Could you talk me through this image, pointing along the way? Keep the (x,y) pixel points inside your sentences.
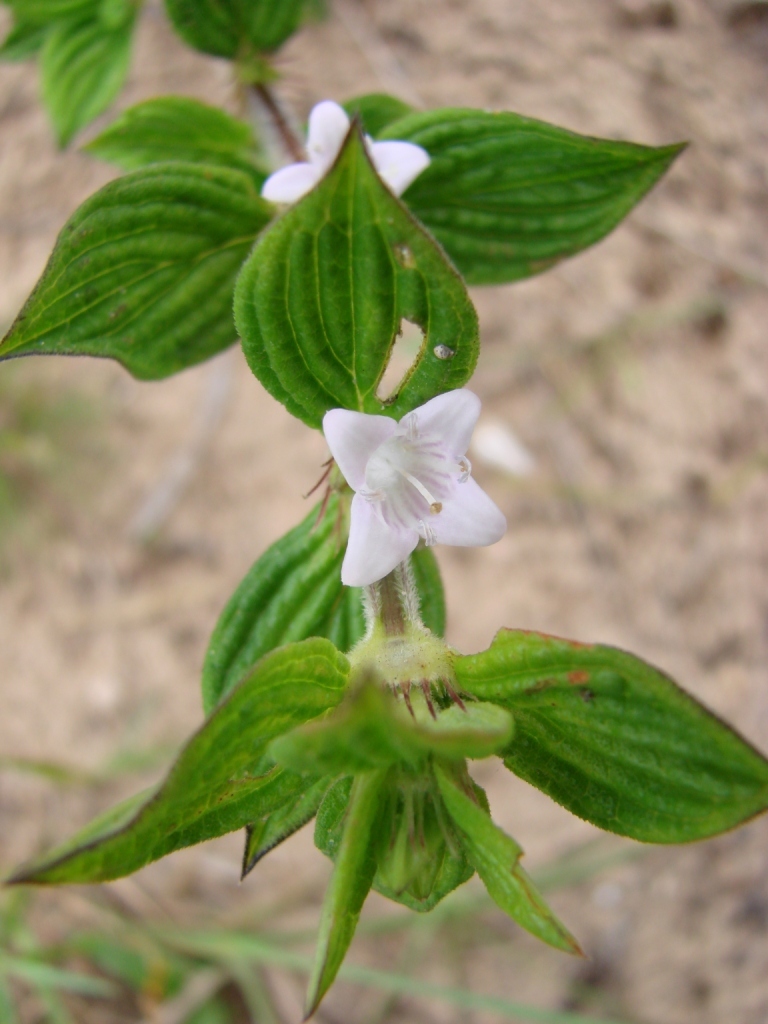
In the center of this picture (336,458) we can see the white color flowers (471,509) and the green leaves (353,747) of the plant (43,4). In the background (676,306) we can see the ground (571,111) and some other objects (93,952).
